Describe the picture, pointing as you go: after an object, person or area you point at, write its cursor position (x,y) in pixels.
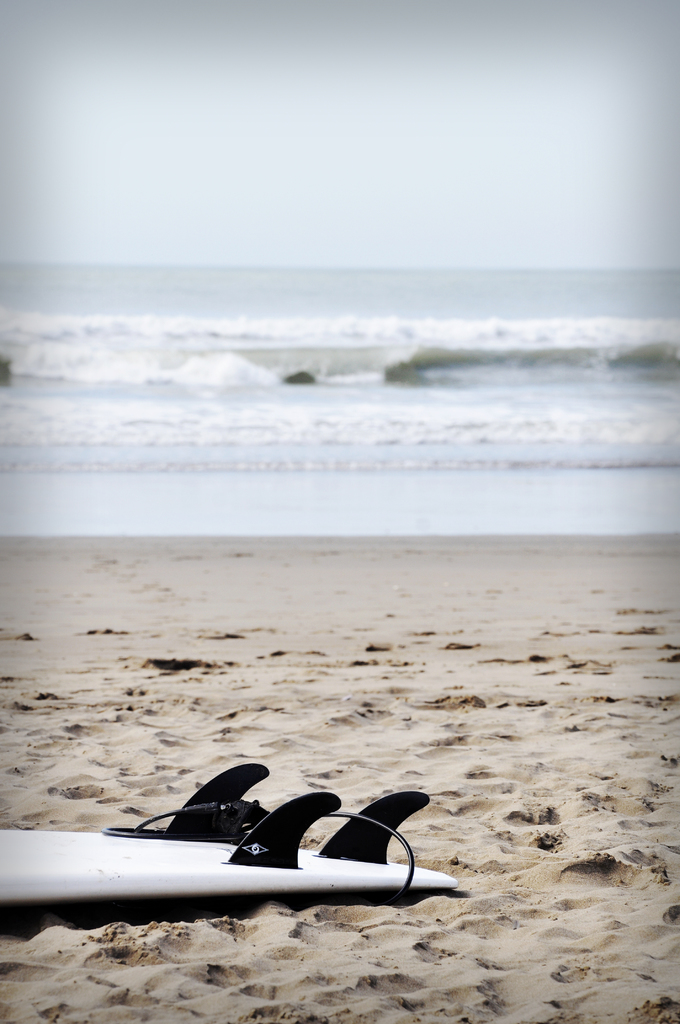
This picture is taken on the sea shore (334,677). At the bottom (481,972), there is sand (306,950) and a board (309,815). On the top (289,298), there is an ocean (472,398) and a sky (329,145).
